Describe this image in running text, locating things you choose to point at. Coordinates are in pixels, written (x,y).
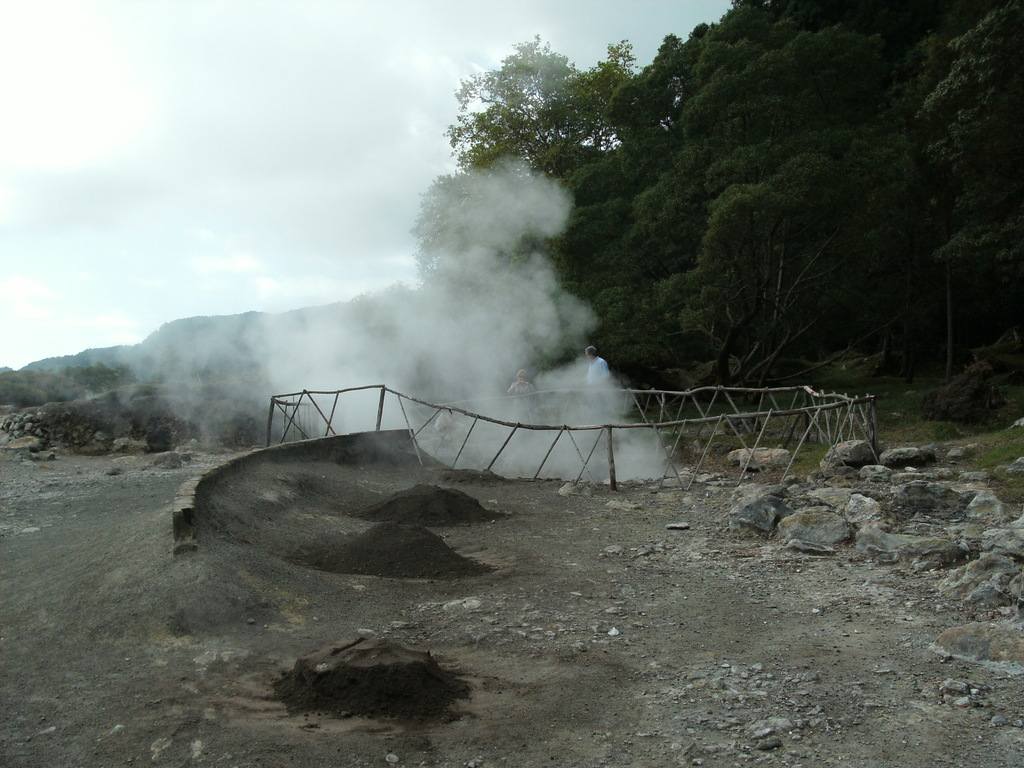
In this image there is the sky (264,139) towards the top of the image (225,137), there are trees (782,197) towards the right of the image (863,92), there is a fencing (755,447), there is a man (596,359) and a woman (526,383) standing, there is smoke (387,338), there are rocks (825,488) on the ground (764,567), there are stones (755,707) on the ground (730,563), there is mud (435,665) on the ground (318,582).
